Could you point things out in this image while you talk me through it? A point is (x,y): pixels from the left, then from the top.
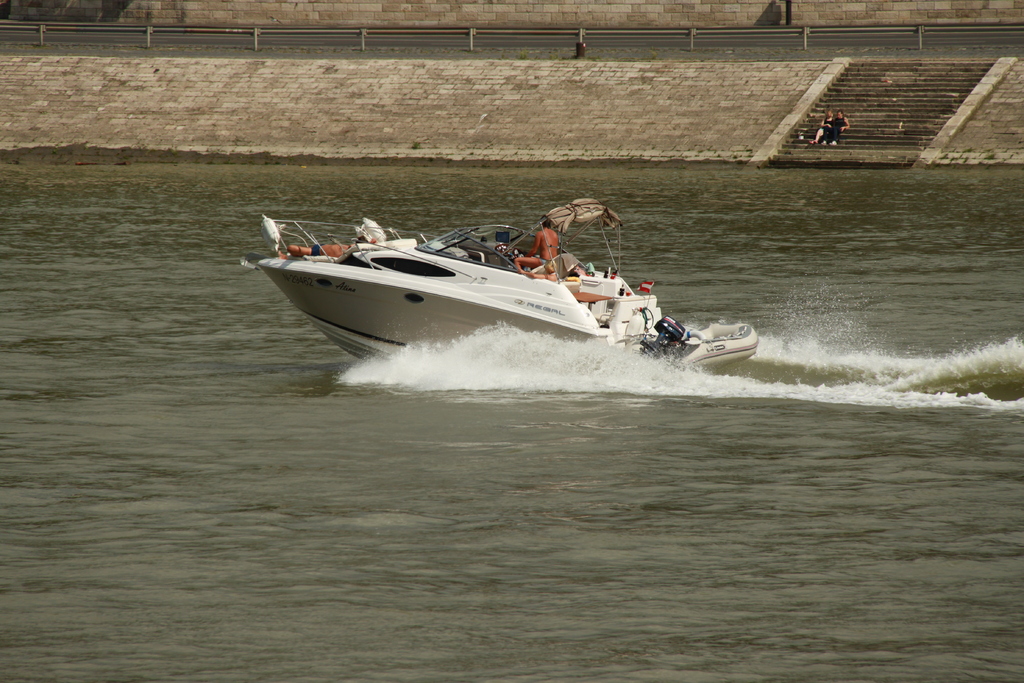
In this image, we can see few people (545,278) are sailing a boat (590,295) on the water (572,389). Top of the image (844,148), we can see two people (828,122) are sitting on the stairs (876,110). Here we can see rods (671,35) and wall (559,21).
